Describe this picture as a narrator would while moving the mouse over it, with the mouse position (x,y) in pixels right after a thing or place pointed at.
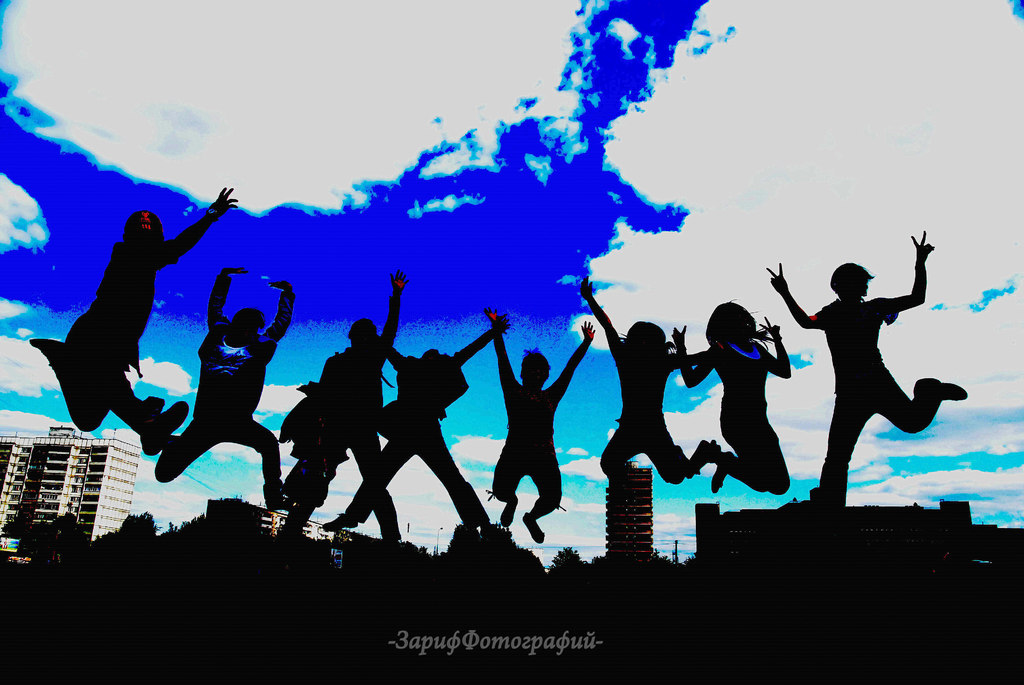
In this picture I can see there are few people (447,404) jumping and their shadows (199,417) are visible and in the backdrop (32,483) I can see there are few buildings (31,497) and the sky (443,339) is cloudy.
